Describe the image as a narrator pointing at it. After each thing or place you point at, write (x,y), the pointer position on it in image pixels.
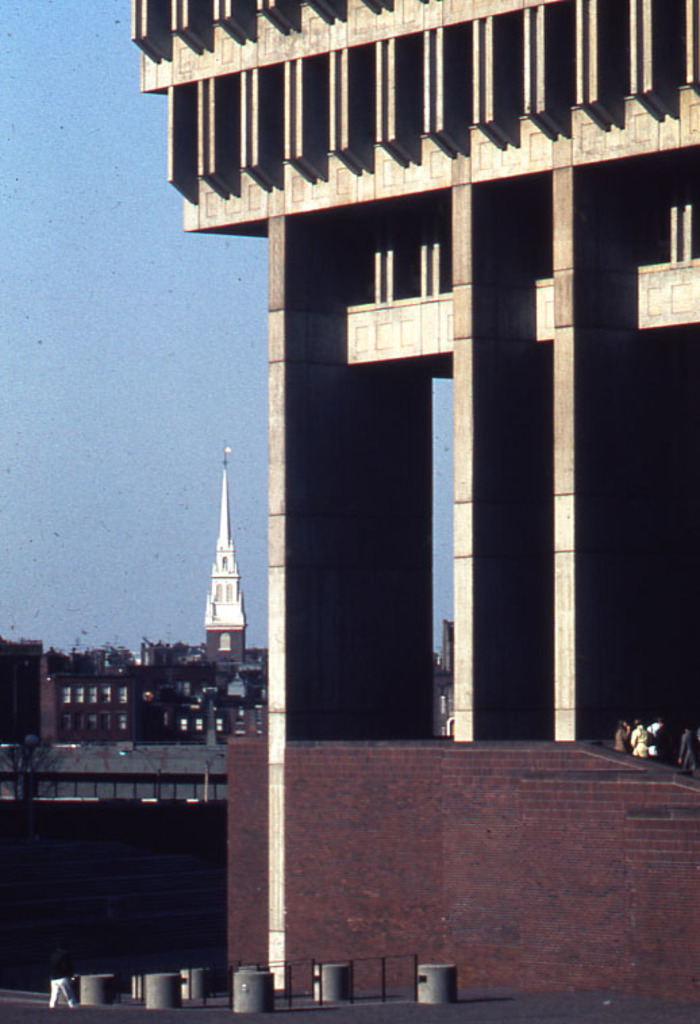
In this image there are few buildings (422,891). Right side (686,741) few persons (640,746) are standing behind the wall (625,780). Left side (60,416) there is sky (104,476).
